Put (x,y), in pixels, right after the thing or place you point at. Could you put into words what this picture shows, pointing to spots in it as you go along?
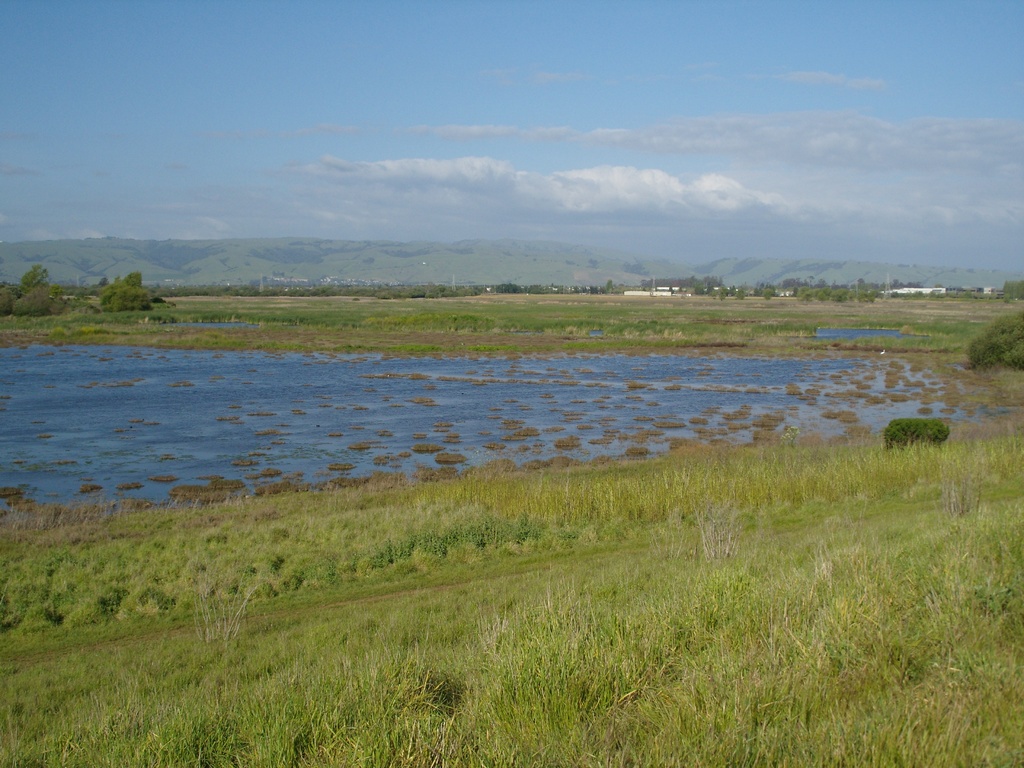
In this image at the bottom (329,569) there is some grass (344,662), and in the center (520,429) there is a pond (488,392). In the background (230,313) there are mountains (928,271), trees (357,291), grass (615,321) and some buildings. At the top of the image (519,112) there is sky (368,137).
